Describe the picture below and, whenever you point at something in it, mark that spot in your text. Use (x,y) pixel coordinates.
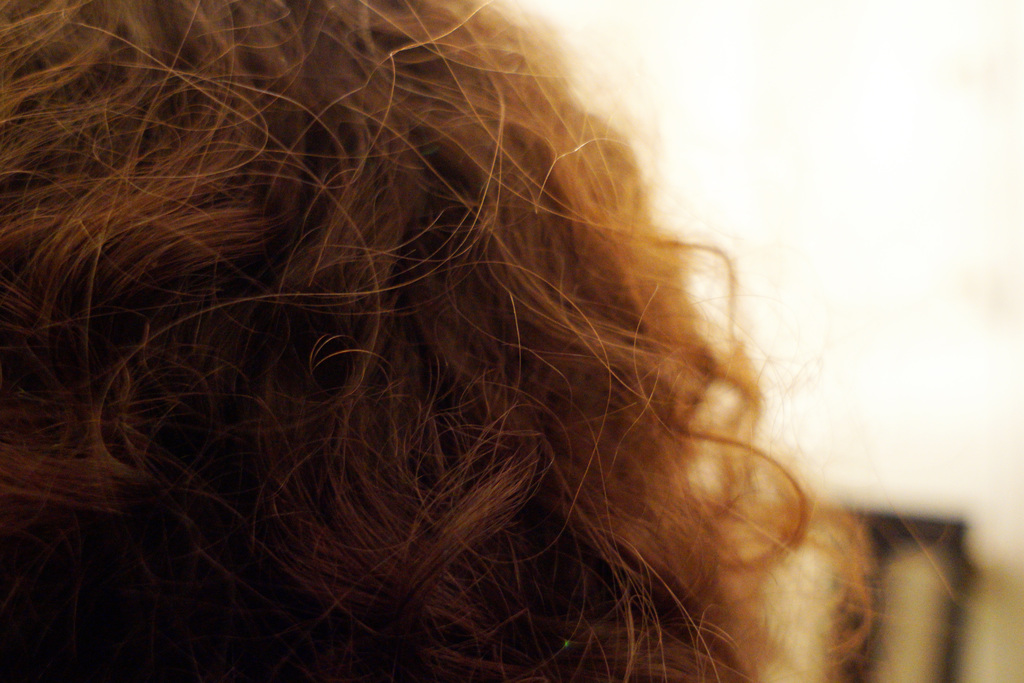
On the left side (217,187), there is a hair (187,183) of a person (617,613). In the background (951,531), there is an object (895,527). And the background (946,330) is white in color.
